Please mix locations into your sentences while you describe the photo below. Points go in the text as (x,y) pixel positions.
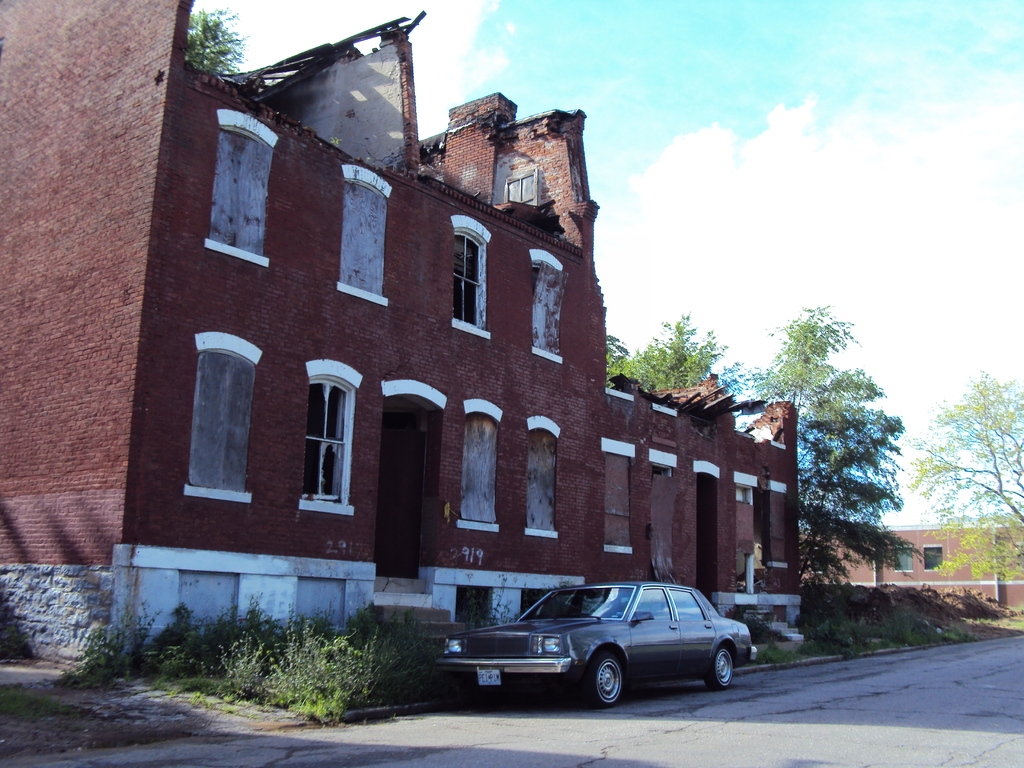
In this image we can see few buildings (412,472) and there is a car (726,670) on the road (804,704) and we can see some plants (307,693) and trees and at the top (596,85) we can see the sky (725,49) with clouds (712,297).
